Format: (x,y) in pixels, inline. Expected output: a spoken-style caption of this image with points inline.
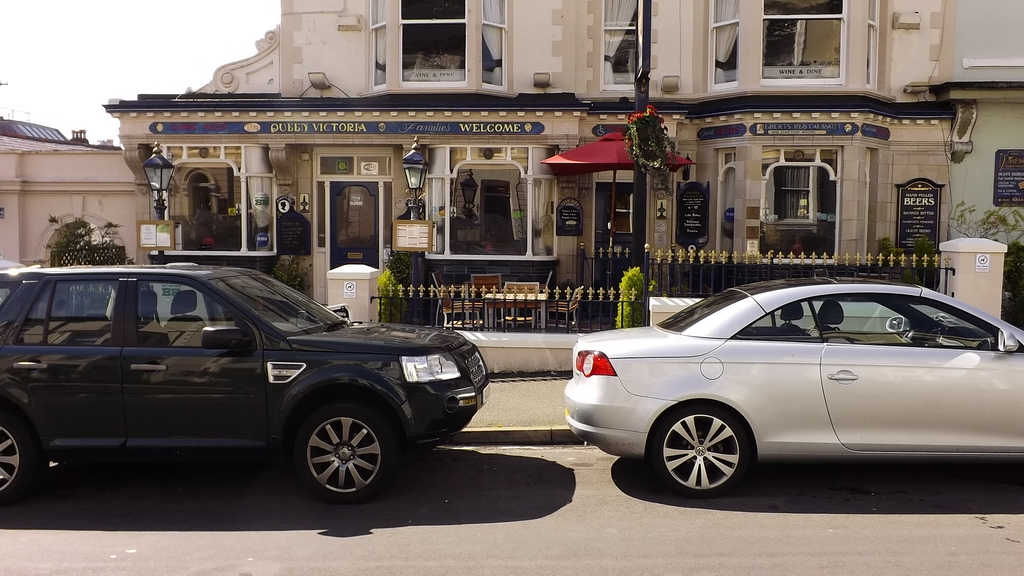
On the left side (225,326), there is a black color vehicle (217,325) on the road (312,501). On the right side (1004,435), there is a silver color vehicle (781,292) on the road (866,482). In the background (564,284), there are plants (632,269), a fencing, a building (608,82) which is having glass windows (410,84) and there is sky (139,48).
